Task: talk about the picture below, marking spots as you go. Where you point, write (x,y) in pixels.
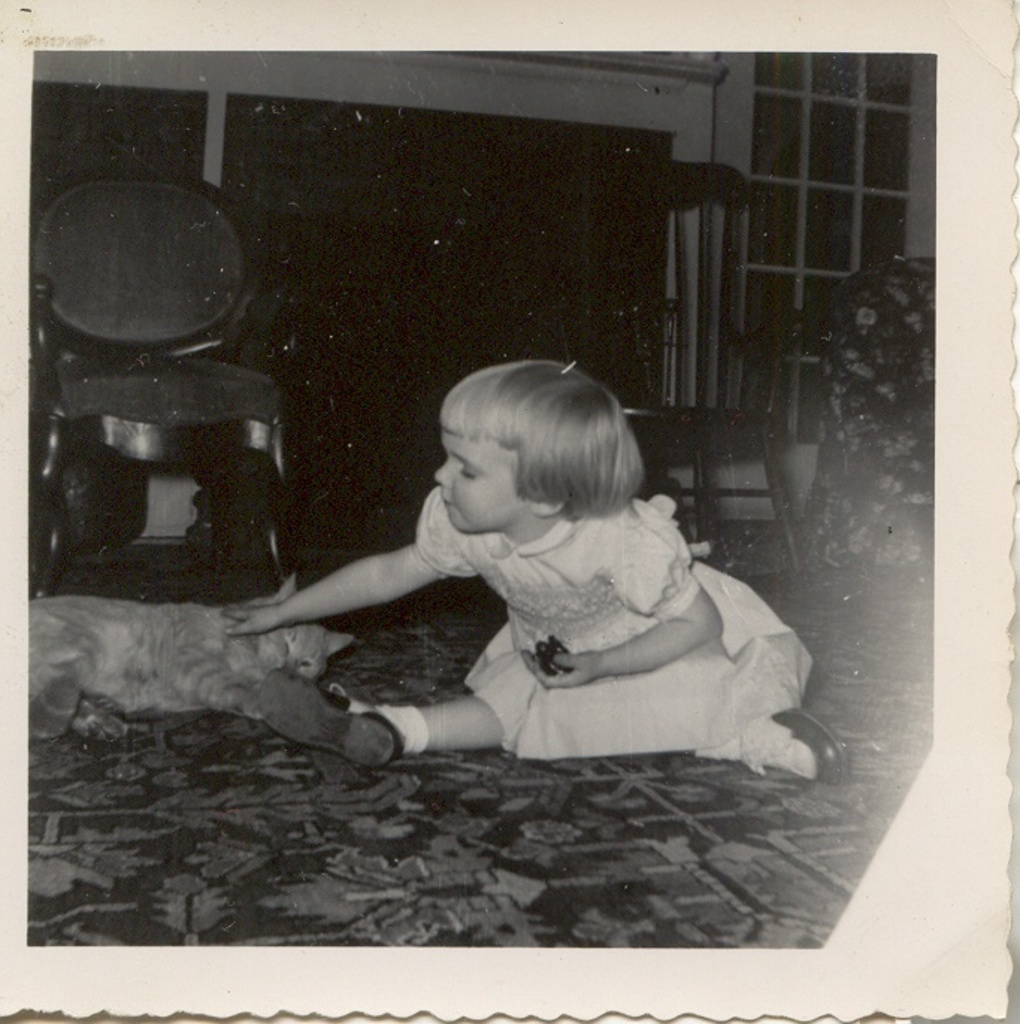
In this picture we can see a girl (539,676) sitting and holding an object (542,652) in her hand (555,685). There is a cat (138,681). We can see a few chairs (173,215) and a window (818,240) in the background (825,398).
